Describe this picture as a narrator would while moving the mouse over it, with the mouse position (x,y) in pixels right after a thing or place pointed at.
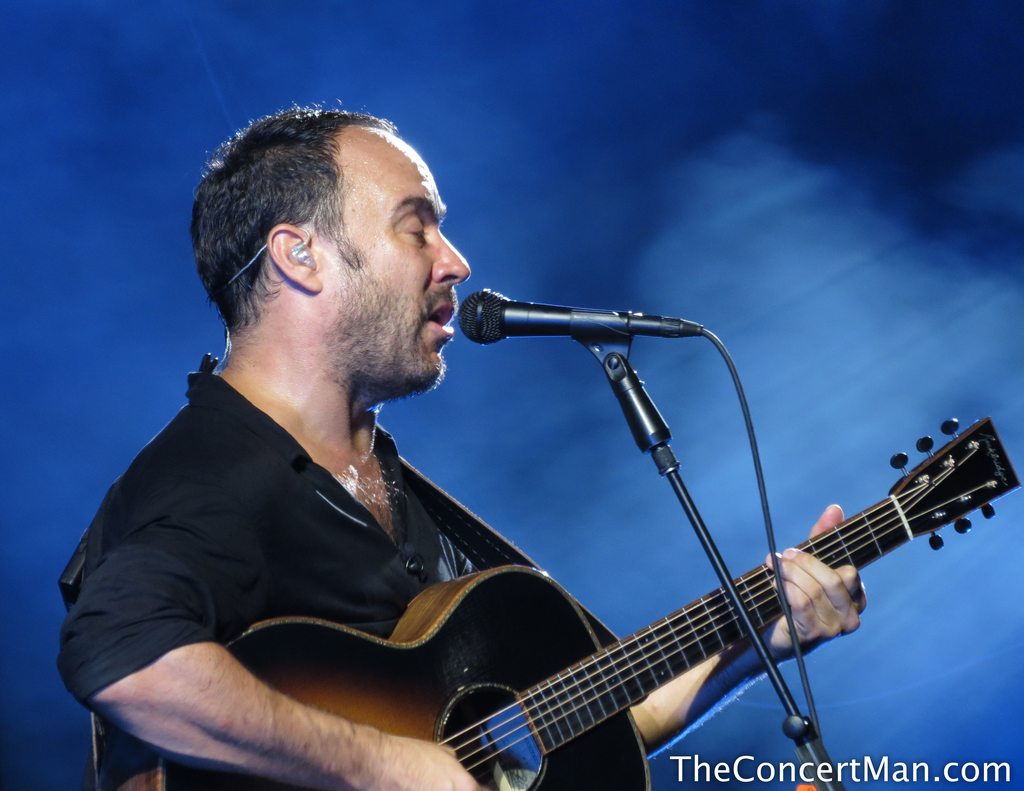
This is a picture of a, man (352,341) playing a guitar (117,783) and singing the song in the microphone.
